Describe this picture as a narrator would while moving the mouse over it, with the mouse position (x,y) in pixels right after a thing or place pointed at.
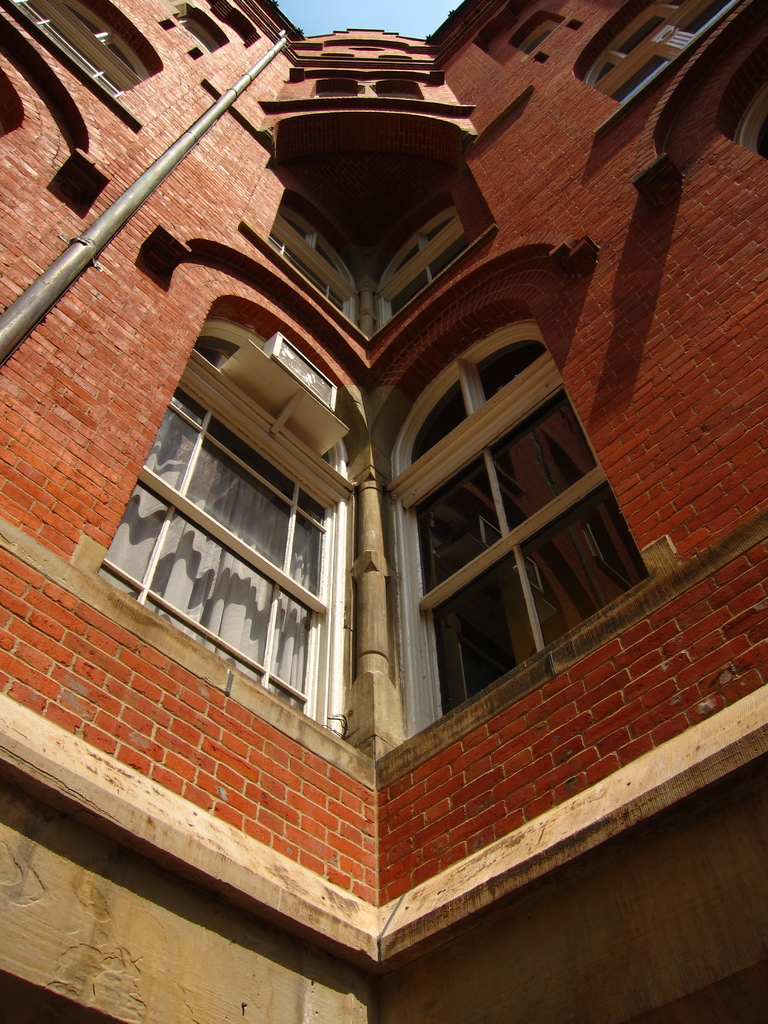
In this picture there is a building (560,131) in the center of the image (421,431), on which there are windows (106,34) and there is a pole (17,301) on the left side of the image (41,291).
